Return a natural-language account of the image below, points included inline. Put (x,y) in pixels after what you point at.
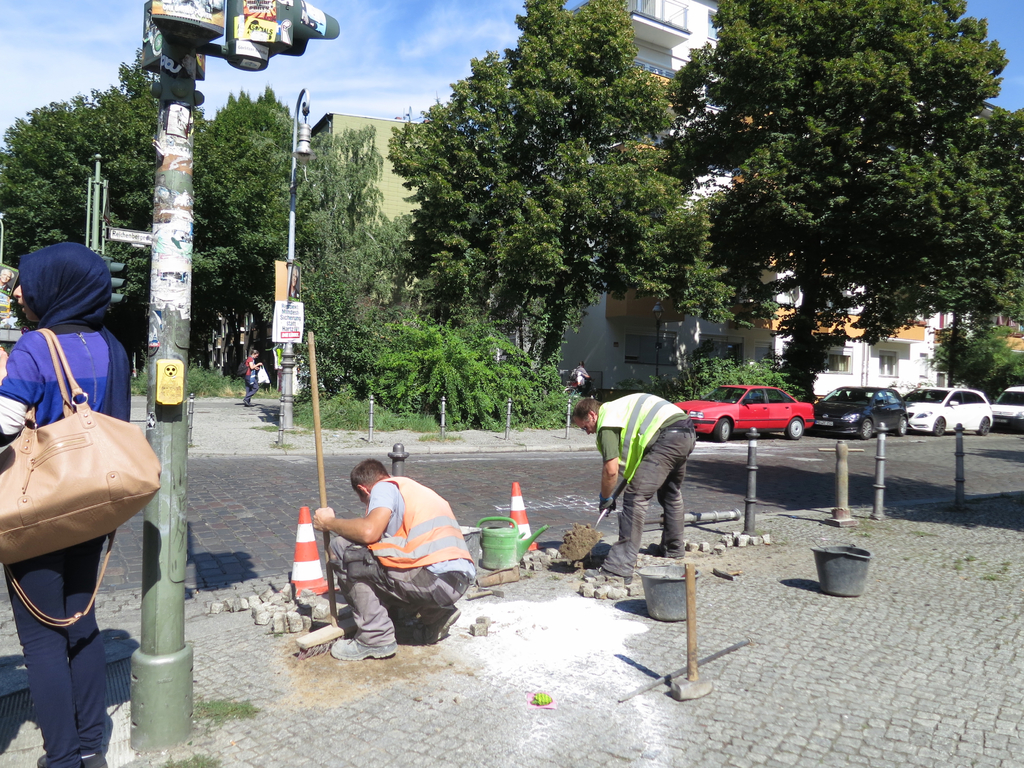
Here we can see a road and cars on it, and here are the trees (623,184), and here is the pole (153,239), and at beside a woman (102,401) is standing, and here two persons (380,533) are working and holding some objects (584,542) in the hand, and at above the sky (346,31) is cloudy.
